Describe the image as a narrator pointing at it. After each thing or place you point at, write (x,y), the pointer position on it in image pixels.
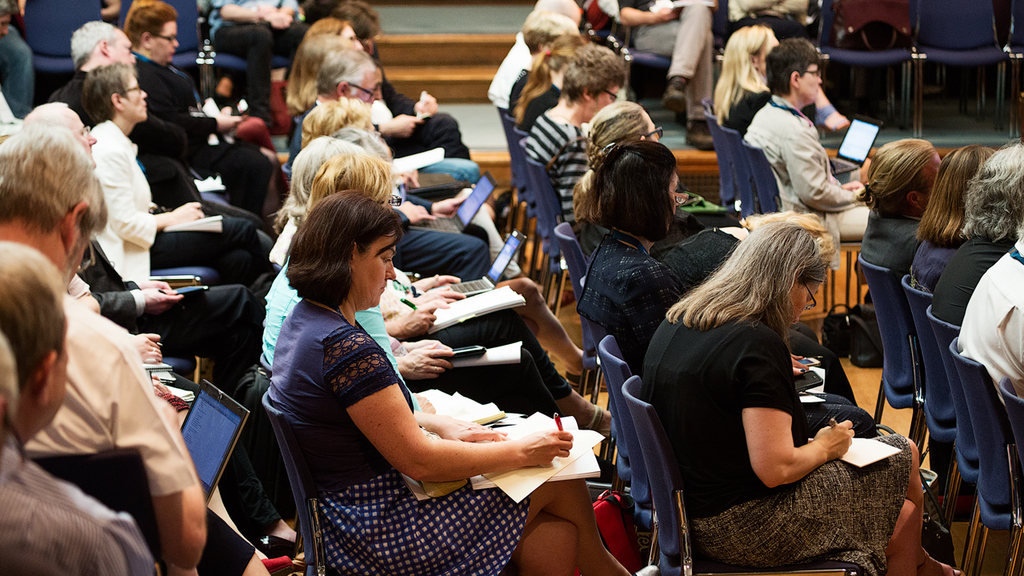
In this image I can see group of people (691,307) sitting, they are holding few pens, papers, laptops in their hand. Background (983,18) I can see chairs (993,26) in blue color and few stairs (439,58).
